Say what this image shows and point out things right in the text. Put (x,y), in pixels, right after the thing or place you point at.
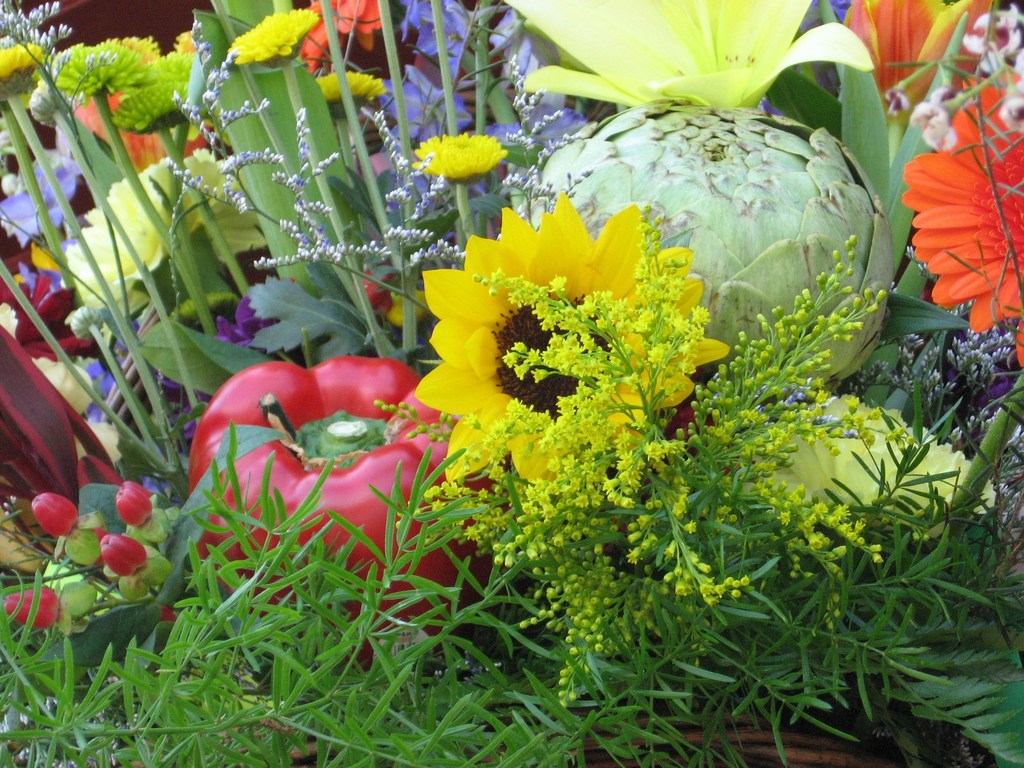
In this picture, we see the plants (467,465) which have flowers (588,556) and these flowers (577,606) are in red, yellow, orange, maroon and violet color. In the middle of the picture (351,481), we see a capsicum (333,451) in red color.
